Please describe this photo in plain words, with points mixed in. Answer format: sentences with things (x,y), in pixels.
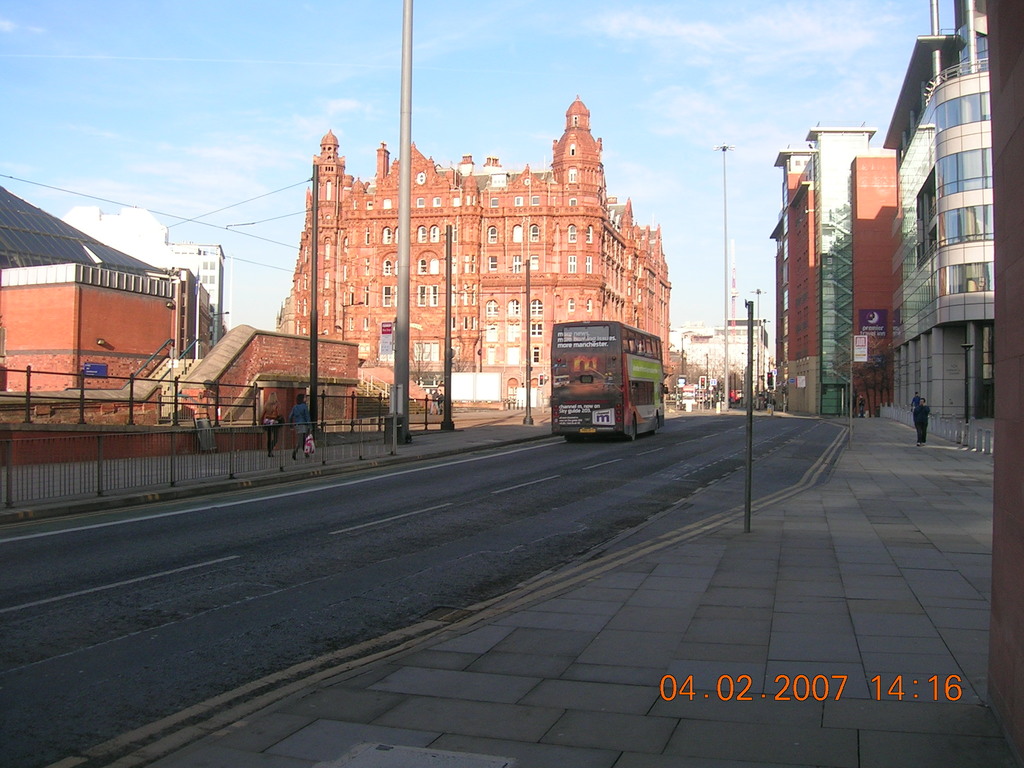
In this picture, we can see a few buildings (68,355), poles (196,348), stairs (155,386), railing (158,401), road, a few people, and vehicles (589,421), and the sky (713,210) with clouds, and we can see date (833,694) and time (889,679) in bottom right side of the picture (713,682).
